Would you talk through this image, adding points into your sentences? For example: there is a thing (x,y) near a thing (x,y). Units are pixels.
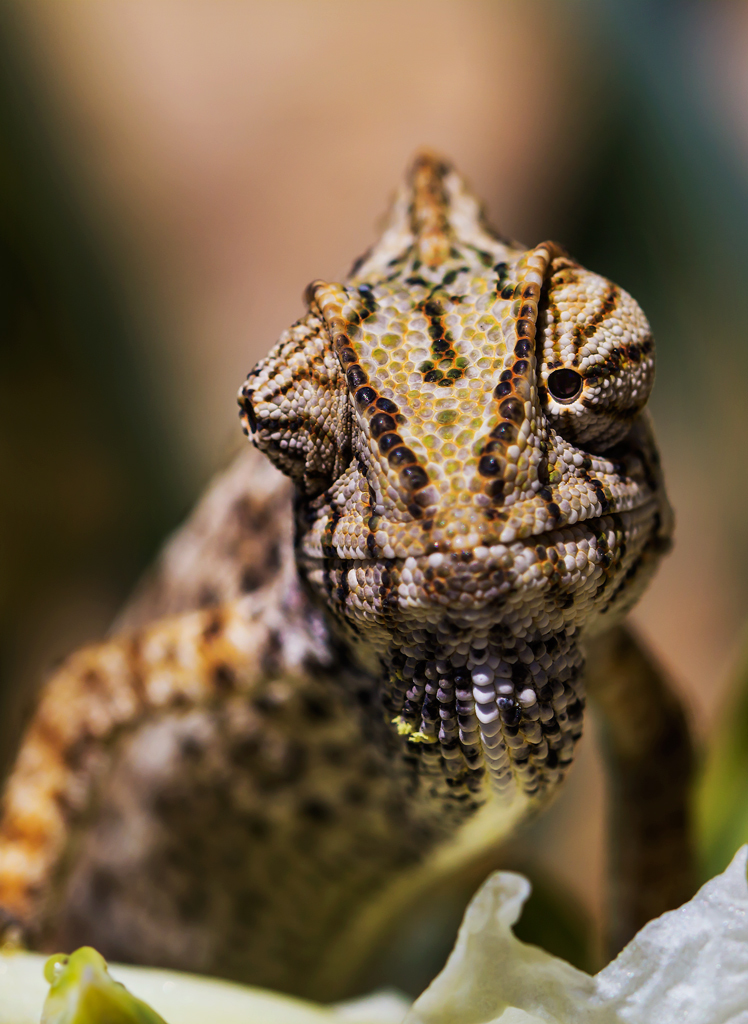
In the middle of this image (400,456), there is an animal (509,452) having opened its one eye (594,368). On the right side (719,909), there is a white color object (681,963). And the background (13,291) is blurred.
